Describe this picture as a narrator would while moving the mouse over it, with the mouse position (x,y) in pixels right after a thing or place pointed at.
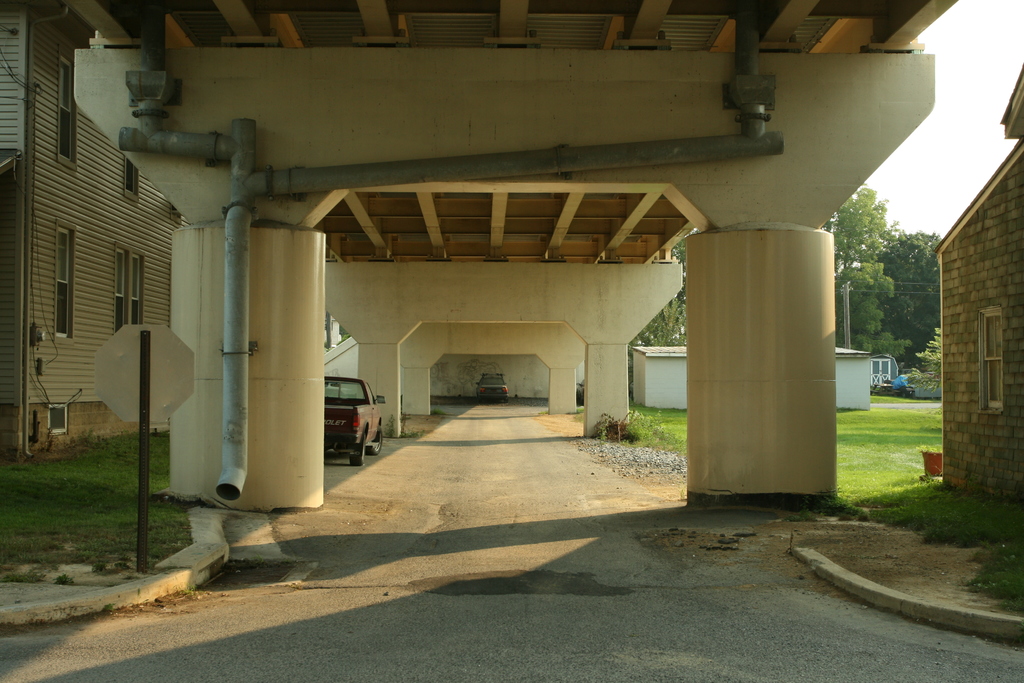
In this image I can see the vehicles (362,441) under the bridge (538,246). To the side of the bridge (570,136) I can see many houses (28,255) with windows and the pole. In the background (675,391) I can see the shed (680,374), many trees (875,346) and the sky (952,101).
